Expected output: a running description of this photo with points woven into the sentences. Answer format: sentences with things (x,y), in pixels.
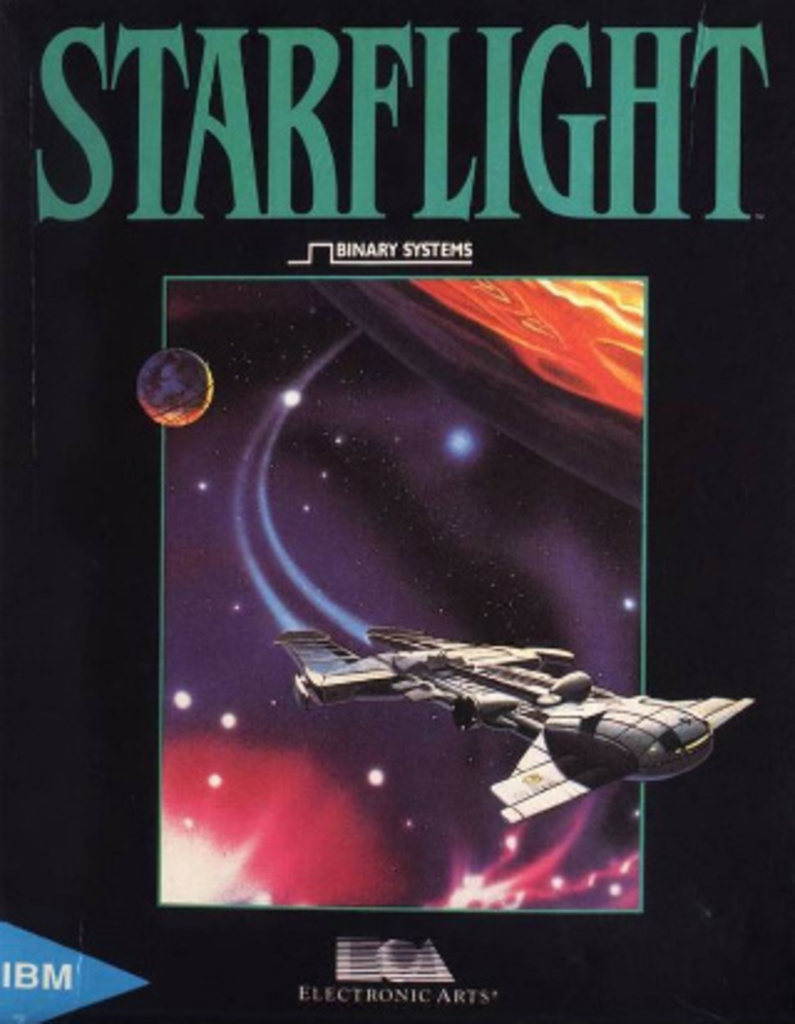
In this image we can see a poster (521,525), on the poster (532,473) we can see some text (445,161) and an image (435,854).
